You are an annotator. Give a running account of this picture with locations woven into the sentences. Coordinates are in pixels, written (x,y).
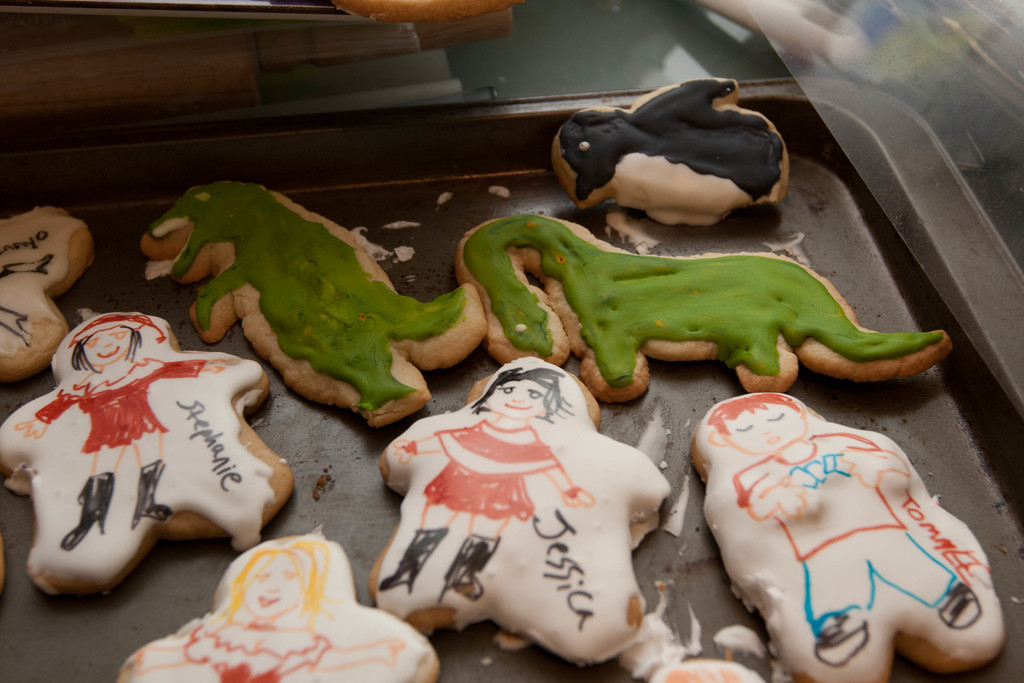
In the foreground of the picture (729,522) there is a tray (292,501), in the tray (313,516) there are cookies (453,342) with different shapes. At the top (287,65) there are wooden items (212,34) and some objects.
